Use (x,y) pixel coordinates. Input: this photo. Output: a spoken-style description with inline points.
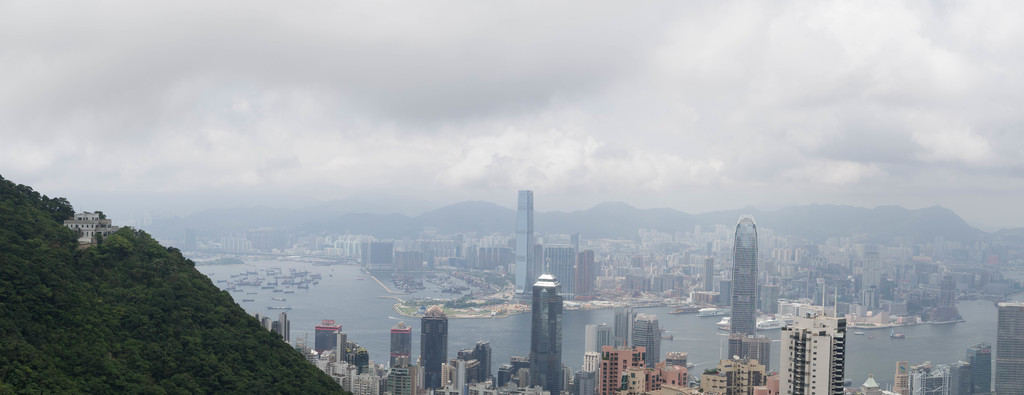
In the picture I can see buildings (595,345), trees (128,329), boats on the water (494,323) and some other objects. In the background (563,198) I can see mountains (601,224) and the sky (459,168).
